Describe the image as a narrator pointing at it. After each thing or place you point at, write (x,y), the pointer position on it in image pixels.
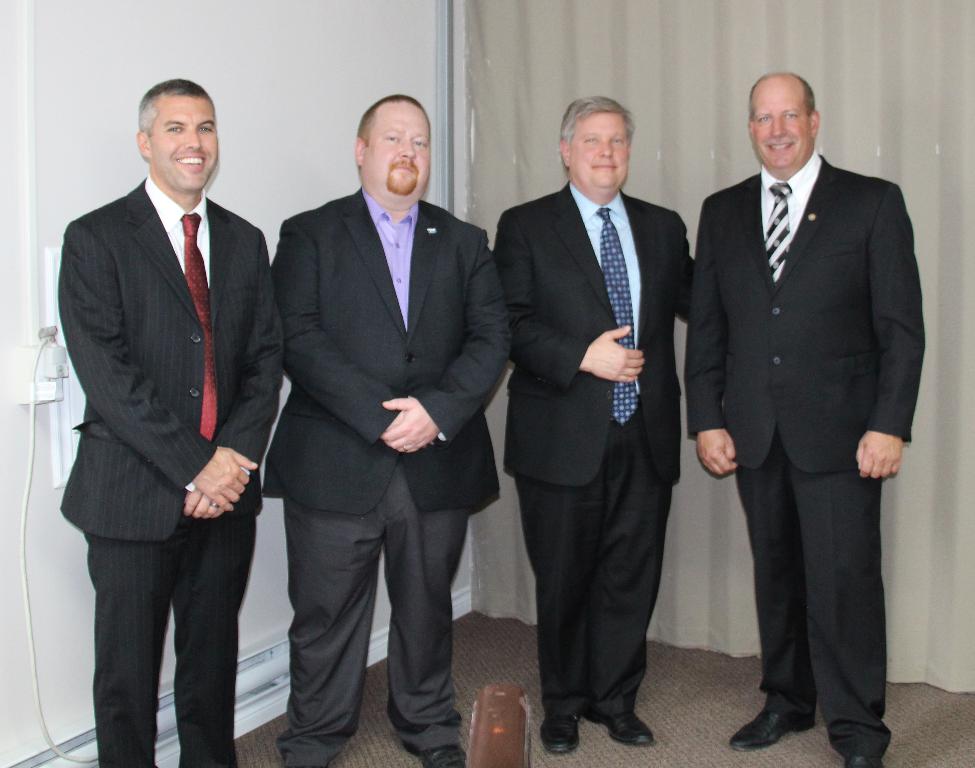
In this image, we can see persons (516,390) standing and wearing clothes (745,502). There is a wall (92,107) on the left side of the image (80,126). There is a curtain (937,514) on the right side of the image (707,160).
